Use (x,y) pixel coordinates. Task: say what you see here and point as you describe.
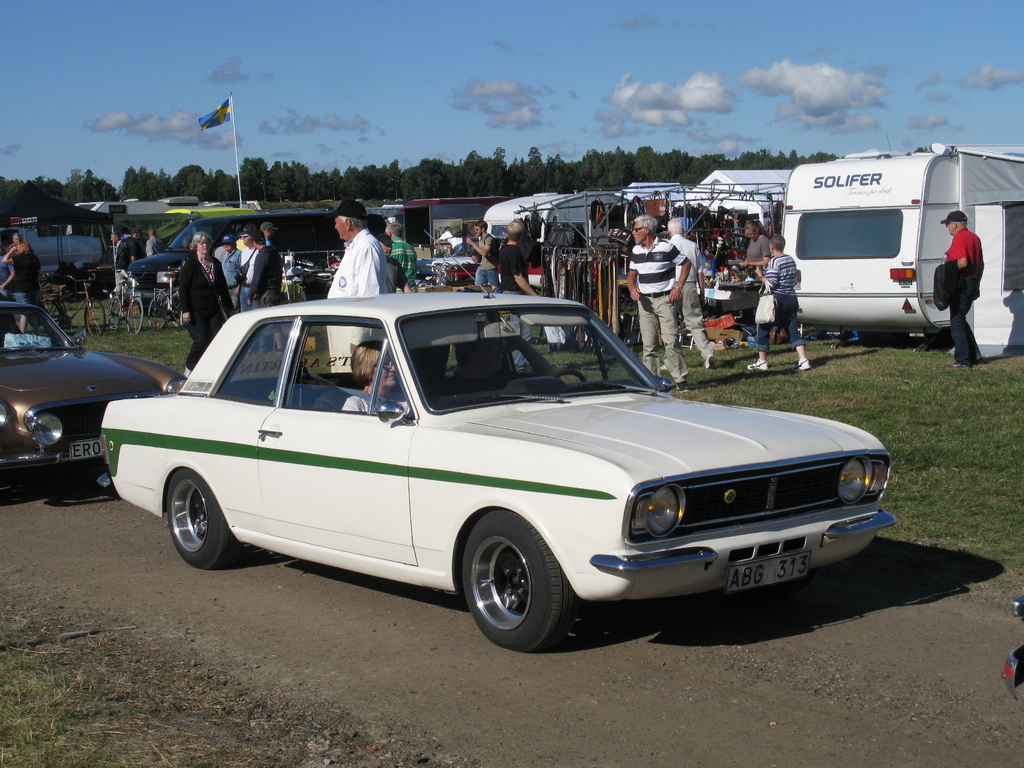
In this image I can see many vehicles (387,497) and also bicycles (140,320). I can see one person (359,400) is in the vehicle (370,442). To the side of these vehicles (190,381) I can see the group of people (258,297) standing and wearing the different color dresses (352,280). I can also see some stalls (545,276) on the ground (760,389). In the background (250,171) I can see the flag (211,125), many trees (543,174), clouds (274,121) and the sky (291,100).
